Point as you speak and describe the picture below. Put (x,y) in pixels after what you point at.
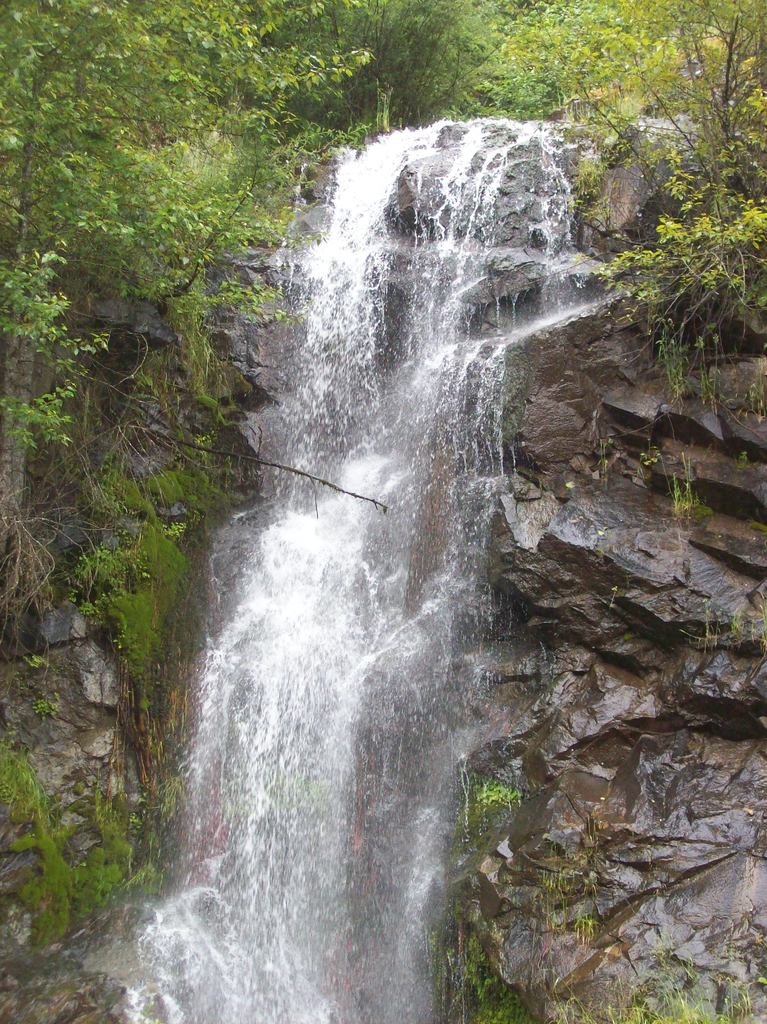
In this picture we can see rocks (621,449), water (421,557) and in the background (720,24) we can see trees (417,87).
